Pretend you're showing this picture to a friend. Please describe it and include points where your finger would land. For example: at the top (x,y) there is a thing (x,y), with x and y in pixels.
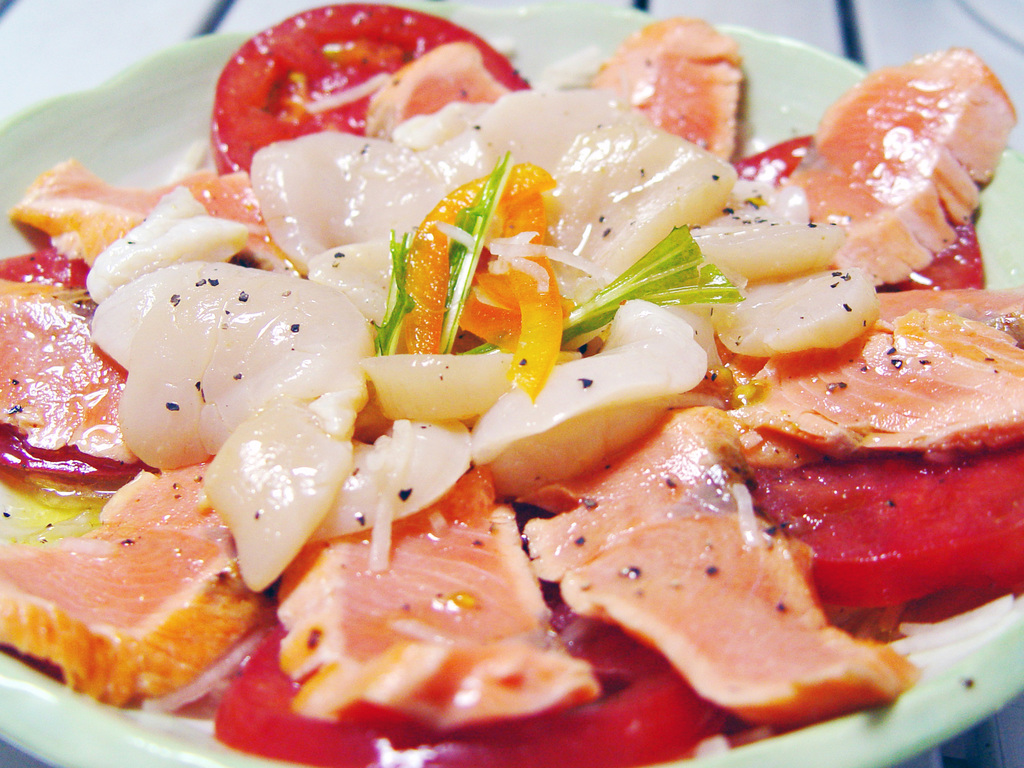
In this picture I can see a food item (361,468) on the plate (87,97), and there is blur background (40,83).
